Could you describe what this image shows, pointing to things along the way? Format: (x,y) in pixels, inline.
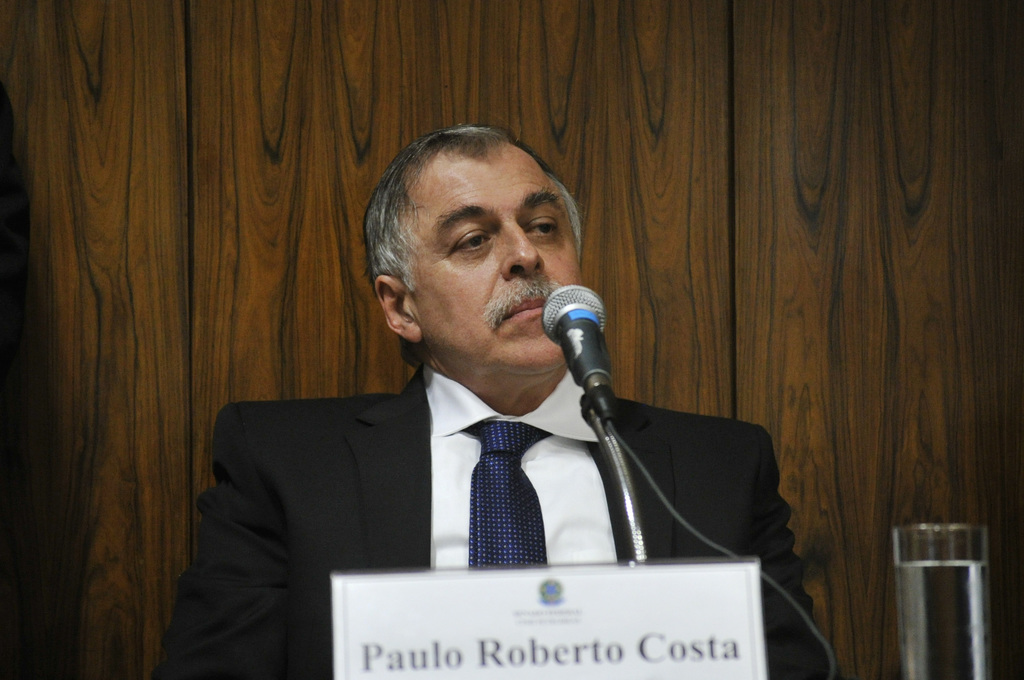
In the image we can see there is a man (515,174) wearing formal suit (389,517) and on the table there is a name plate (623,645), a glass (965,584) of water (970,605) and a mic (650,476) with stand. Behind there is a wall (446,85) made up of wood (387,101).
